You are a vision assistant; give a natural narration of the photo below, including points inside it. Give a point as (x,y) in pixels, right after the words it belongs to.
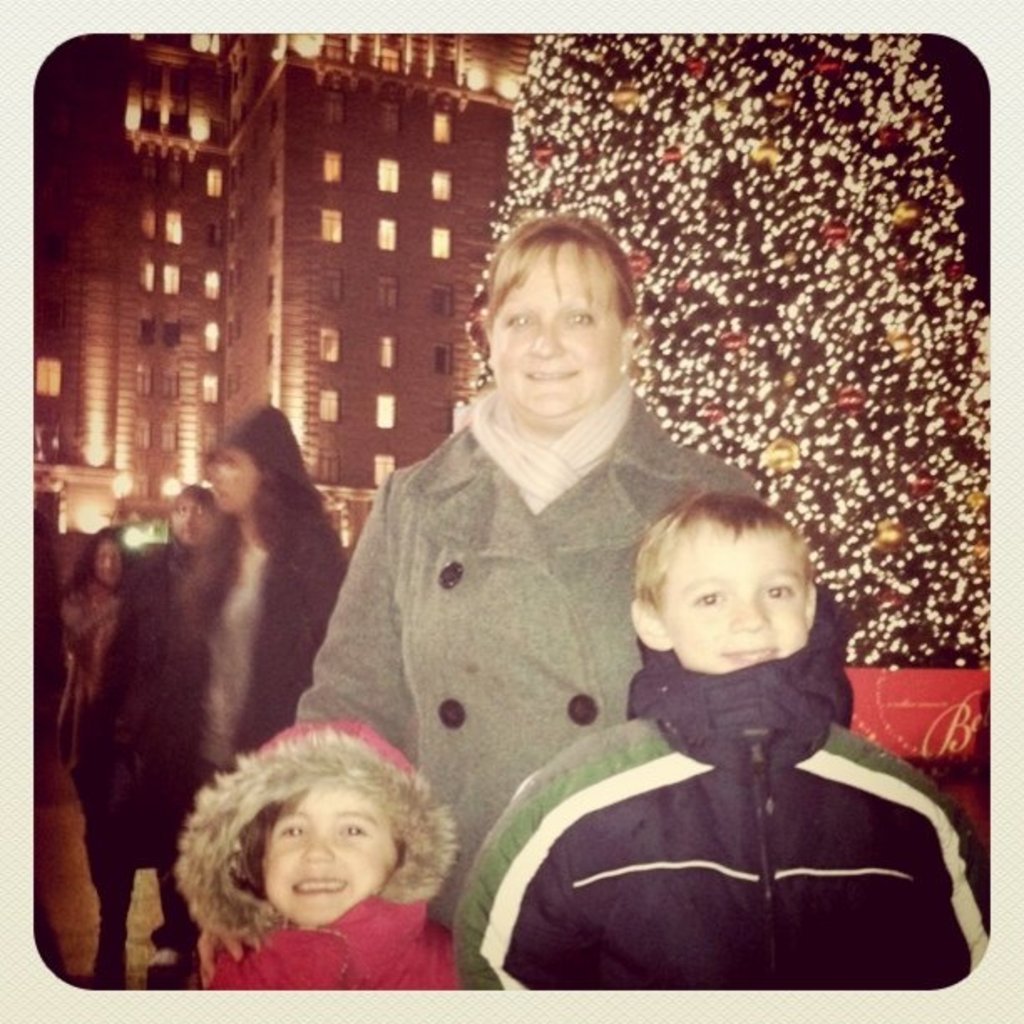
In this picture I can see group of people (421,658) are standing among them the kids (620,831) and the woman (360,608) in the front of the image (535,777) are smiling. In the background (667,219) a Christmas tree (734,343) and buildings (340,256).
